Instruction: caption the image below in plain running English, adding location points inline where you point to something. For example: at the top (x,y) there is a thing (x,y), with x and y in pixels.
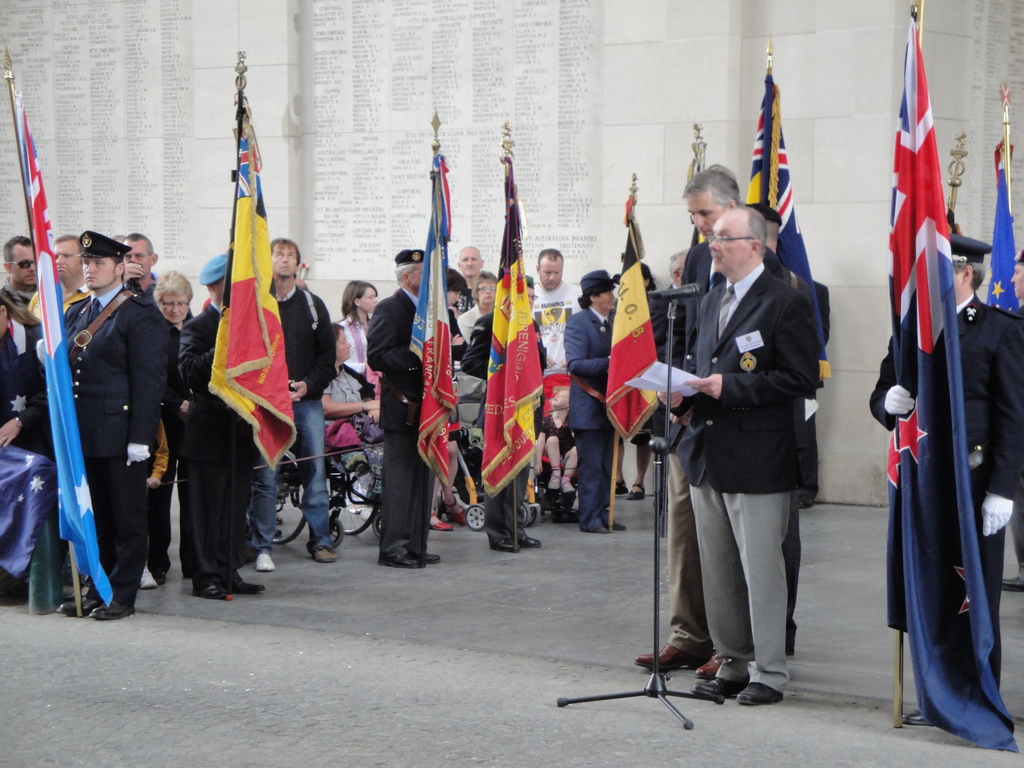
In this image there is a road (302,723) at the bottom (329,713). There are people (146,559) holding flags (266,244) on the left (135,336) and right corner (983,702). There are people (689,470) standing and there is a mike (687,697) in the foreground (775,296). And there is a wall (668,2) with text (572,37) in the background (585,114).
